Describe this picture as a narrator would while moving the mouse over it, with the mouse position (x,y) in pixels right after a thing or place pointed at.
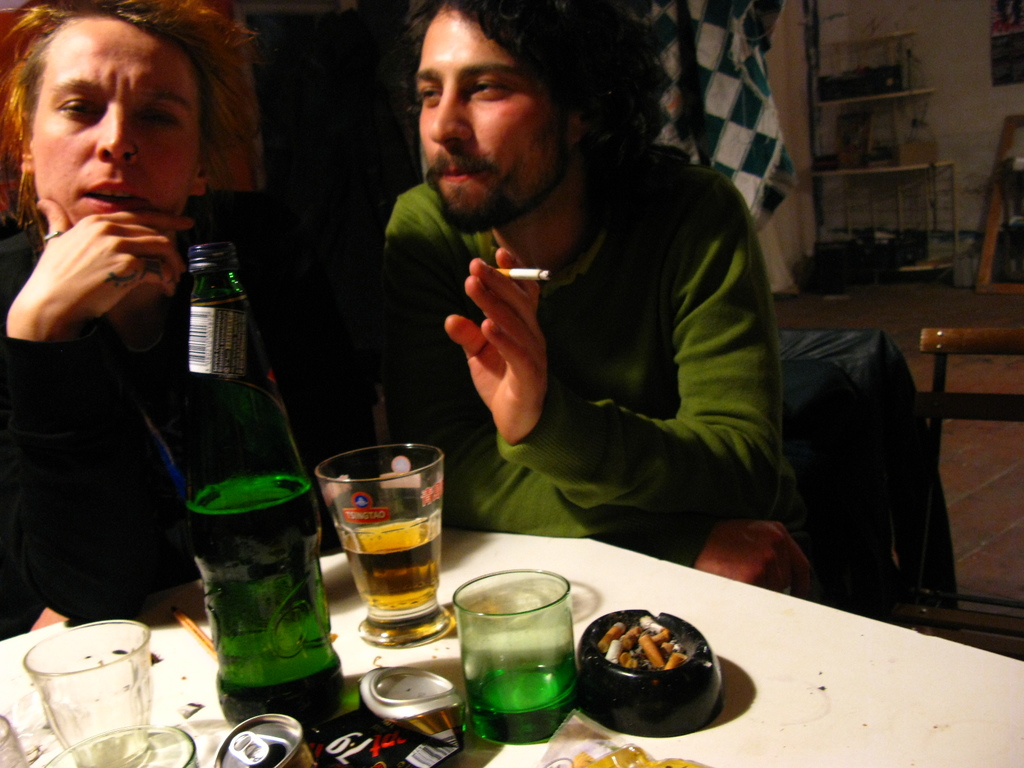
In this image I can see a man (518,487) and a woman (84,234). I can see he is holding a cigarette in his fingers (519,285). Here on this table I can see a bottle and few glasses (381,496).
